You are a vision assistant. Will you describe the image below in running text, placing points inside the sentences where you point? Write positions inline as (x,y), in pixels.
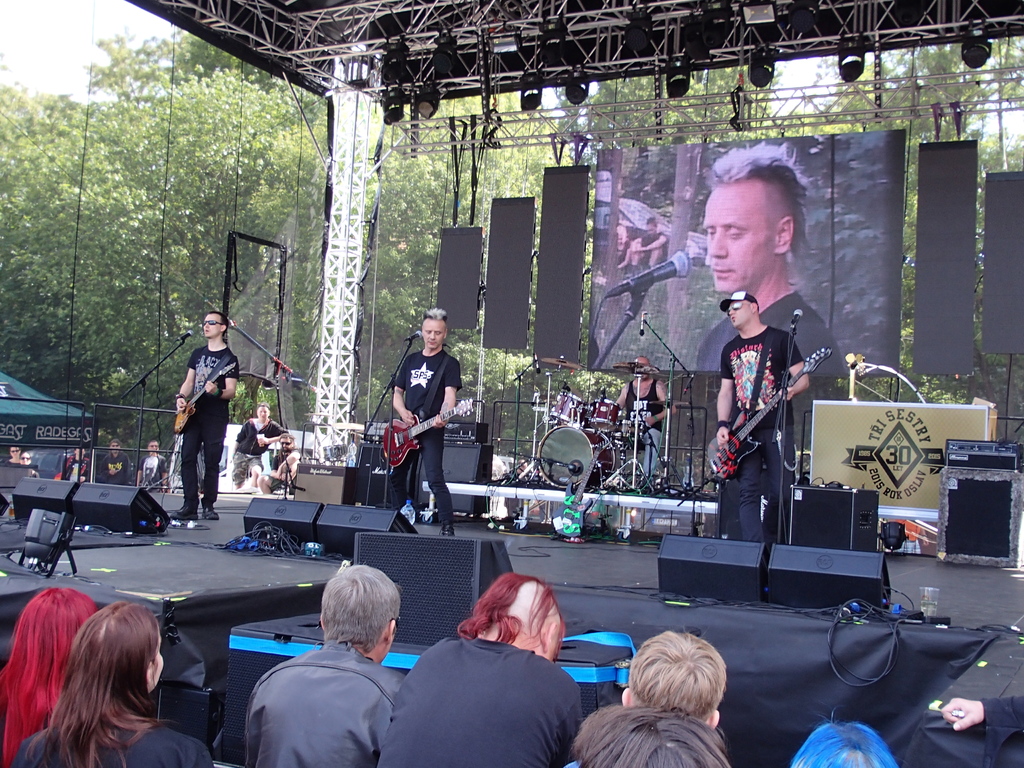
On the background of the picture (200,195) we can see trees (110,247). This is a platform (703,501). Here we can see few people (792,396) standing and playing musical instruments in front of a mike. Here we can see screen (811,272). On the background (643,378) we can see one man (662,429) sitting and playing drums (614,467). here we can see audience (356,724). These are electronic devices (791,526).
